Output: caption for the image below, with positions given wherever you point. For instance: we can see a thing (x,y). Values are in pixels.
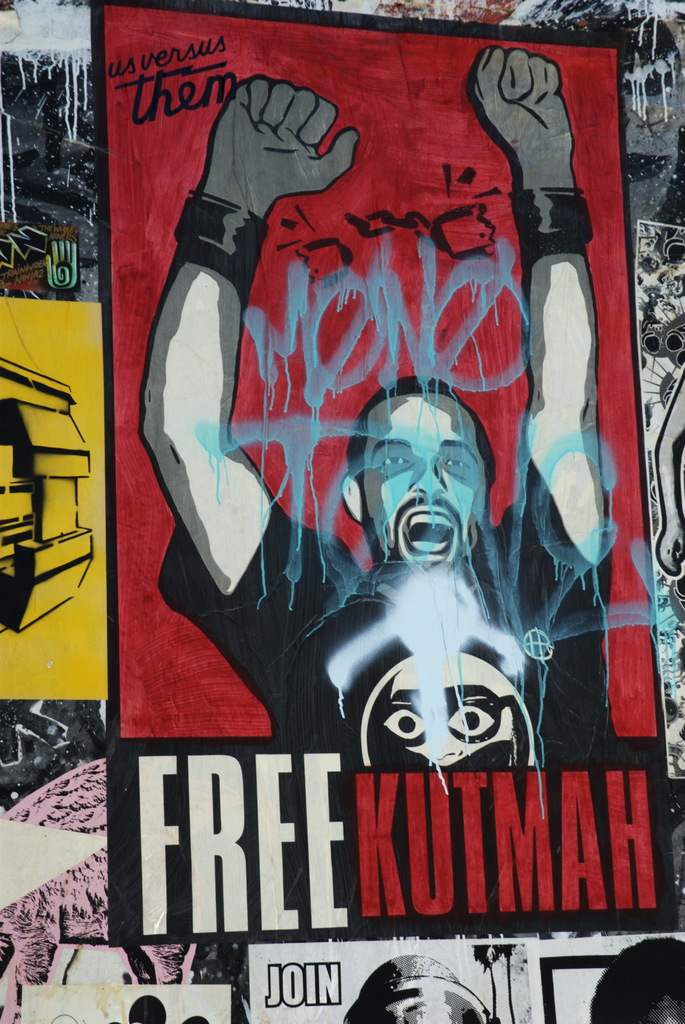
In this image, we can see few posters (410,877). In this poster (373,653), we can see a person (198,597) and some text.
